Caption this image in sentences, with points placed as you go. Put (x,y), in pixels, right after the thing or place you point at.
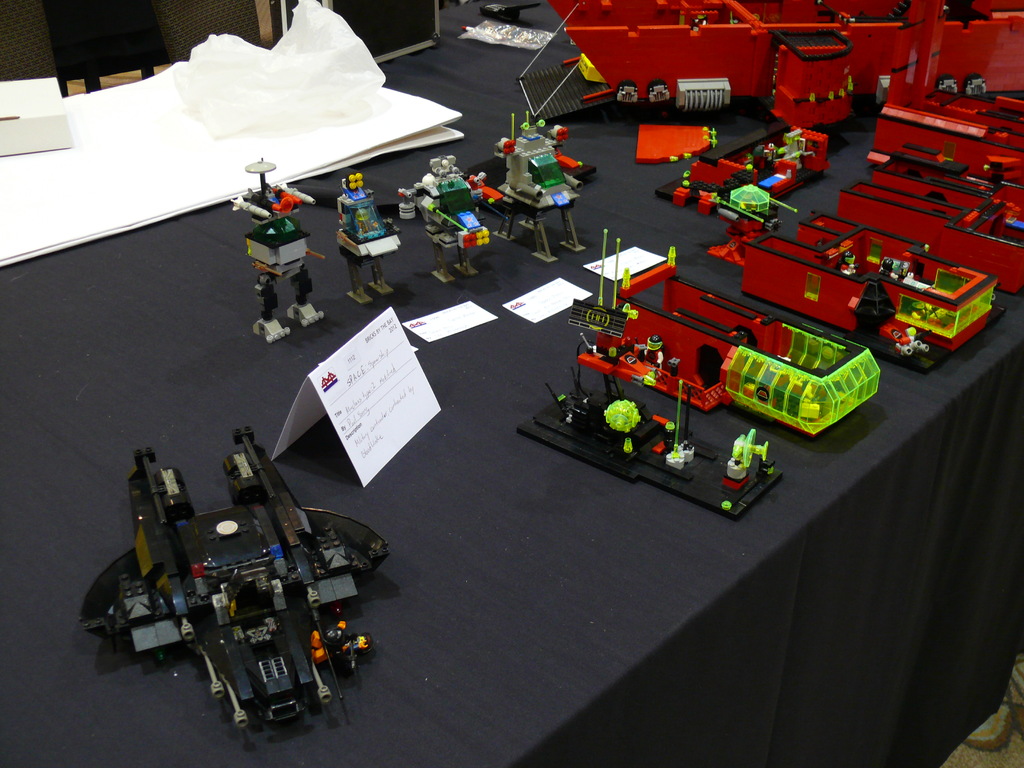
This image is taken indoors. At the right bottom of the image (969,747) there is a floor (987,737). At the bottom of the image (557,595) there is a table (515,591) with a table cloth (535,635), a few name boards (454,324), a few toy robots (356,205) and many toy vehicles (303,568) on it. There are a few things (294,125) on the table (482,149).
